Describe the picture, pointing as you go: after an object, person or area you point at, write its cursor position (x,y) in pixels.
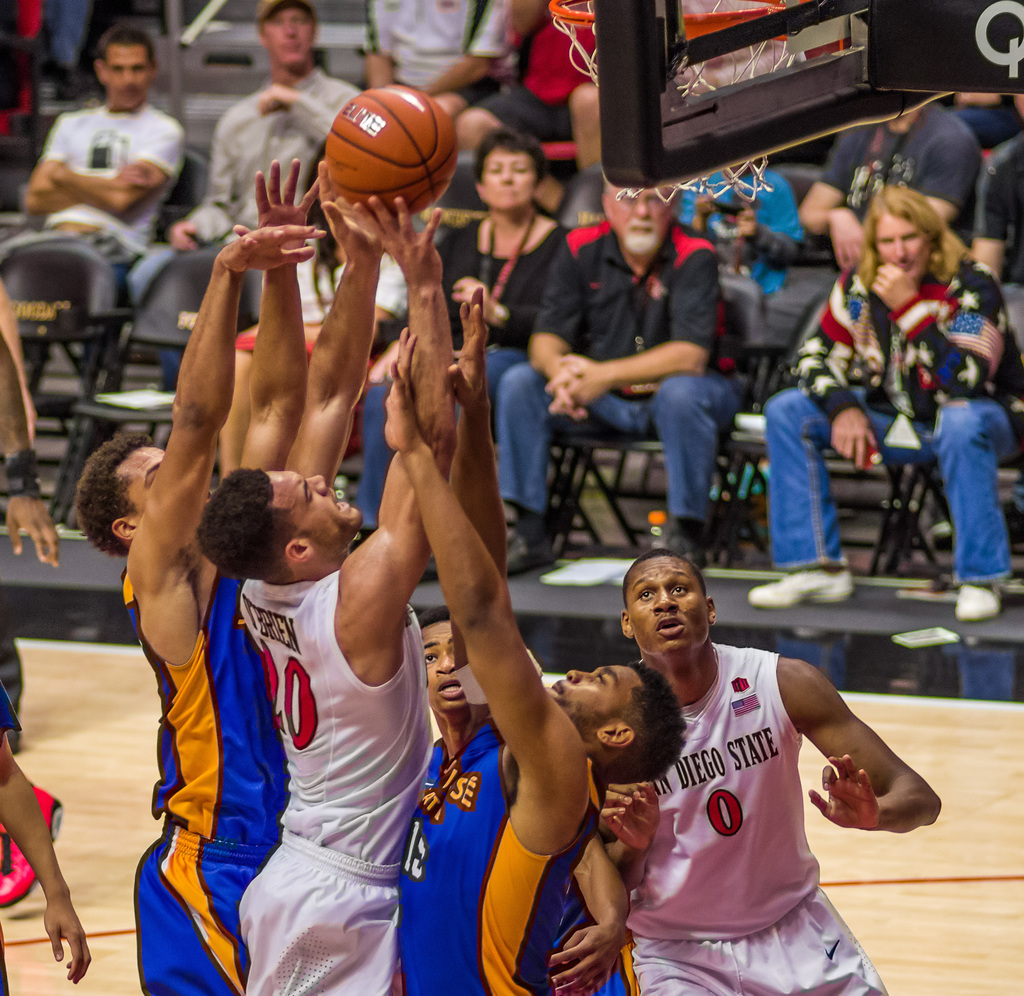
In this image we can see a few people (397,592), among them some are playing the basketball (442,136) and some are sitting on the chairs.
